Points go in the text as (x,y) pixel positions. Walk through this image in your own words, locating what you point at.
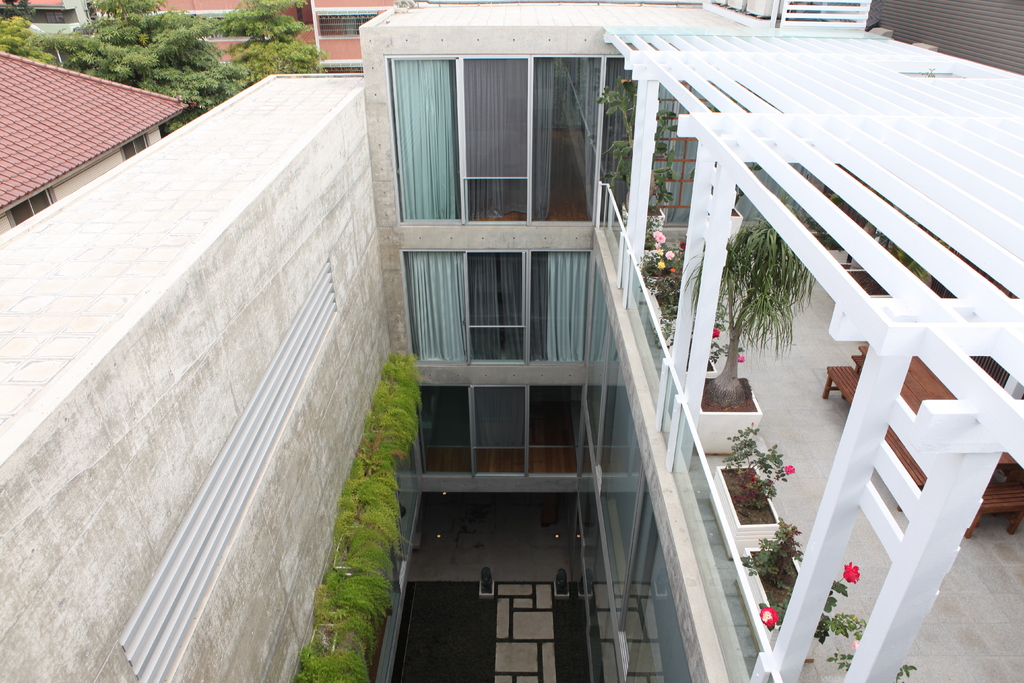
In this picture there is view of the grey building (103,303). In the front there are some glass window (488,113) and on the left side (160,542) we can see a big building (160,542) with some plants (361,564). On the right side (720,111) there is a white color pipe fencing shed (937,309) with some roses flower pots (858,624) and a wooden bench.
